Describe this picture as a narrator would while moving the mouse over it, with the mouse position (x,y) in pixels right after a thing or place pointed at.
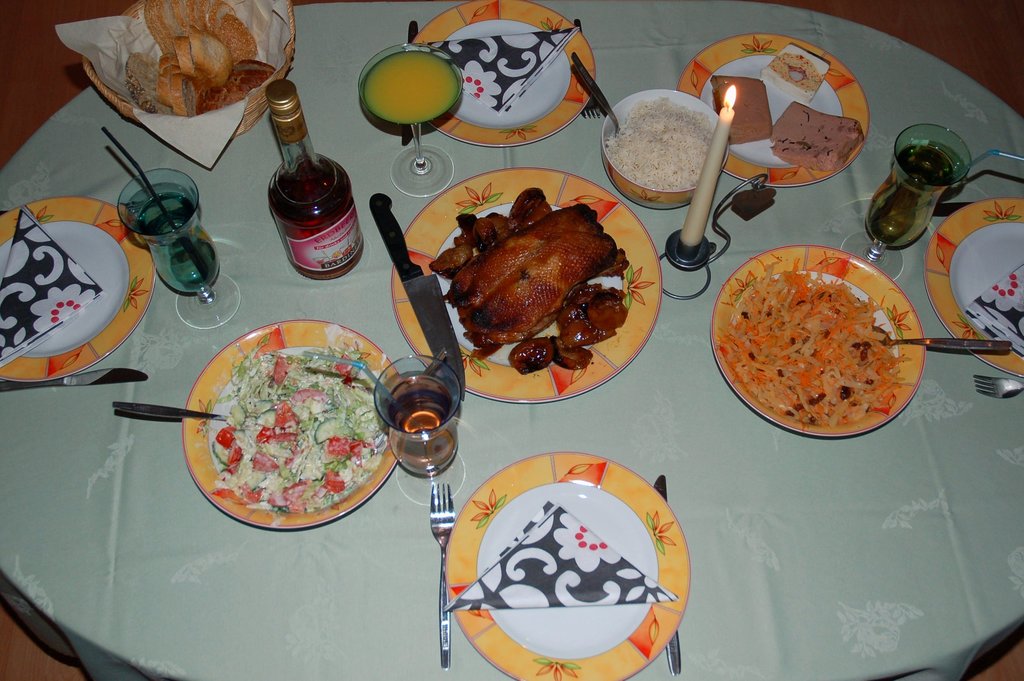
In this picture there is a table (109,574), on the table (88,527) there are plates (75,353), glasses (424,408), a bottle (310,216), bowl (642,202), basket (256,105), knives (410,292), spoons (939,349), a candle (689,216) and several food items (513,341).
